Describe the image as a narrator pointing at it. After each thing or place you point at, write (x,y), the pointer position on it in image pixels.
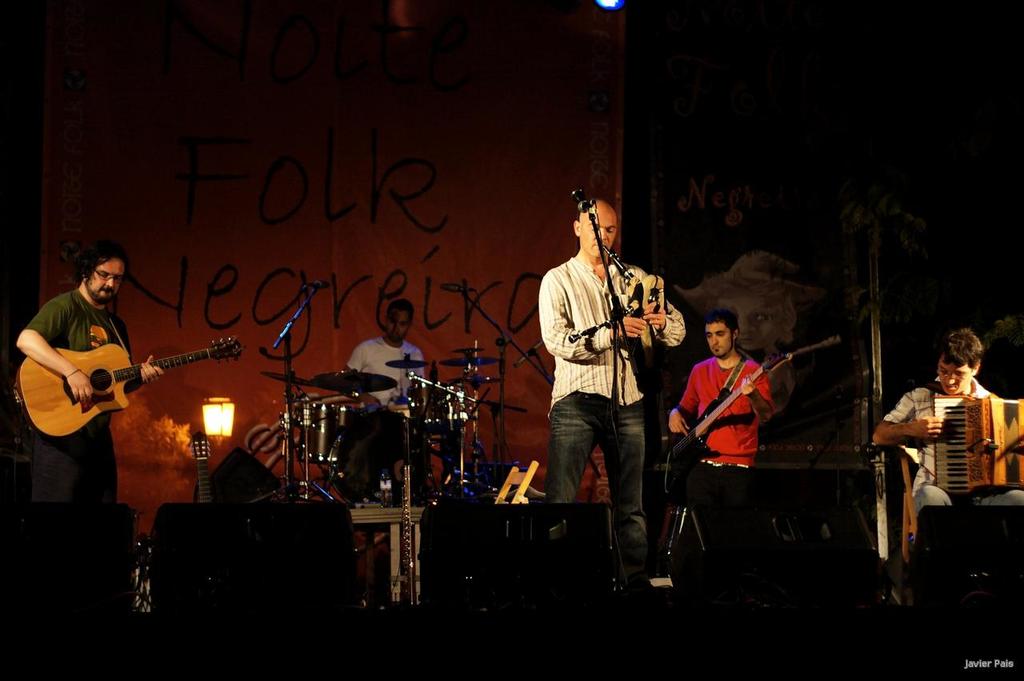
In the image there are men (96,475) playing guitar (675,459) and man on right side (976,418) playing accordion instrument (972,441) and man (588,393) in the middle (592,292) playing bagpipes (642,302) and man (404,343) in back (376,366) side playing drum (362,438), all are on stage (899,629). It seems to be of concert. In the background (534,300) there is a poster (295,163).
